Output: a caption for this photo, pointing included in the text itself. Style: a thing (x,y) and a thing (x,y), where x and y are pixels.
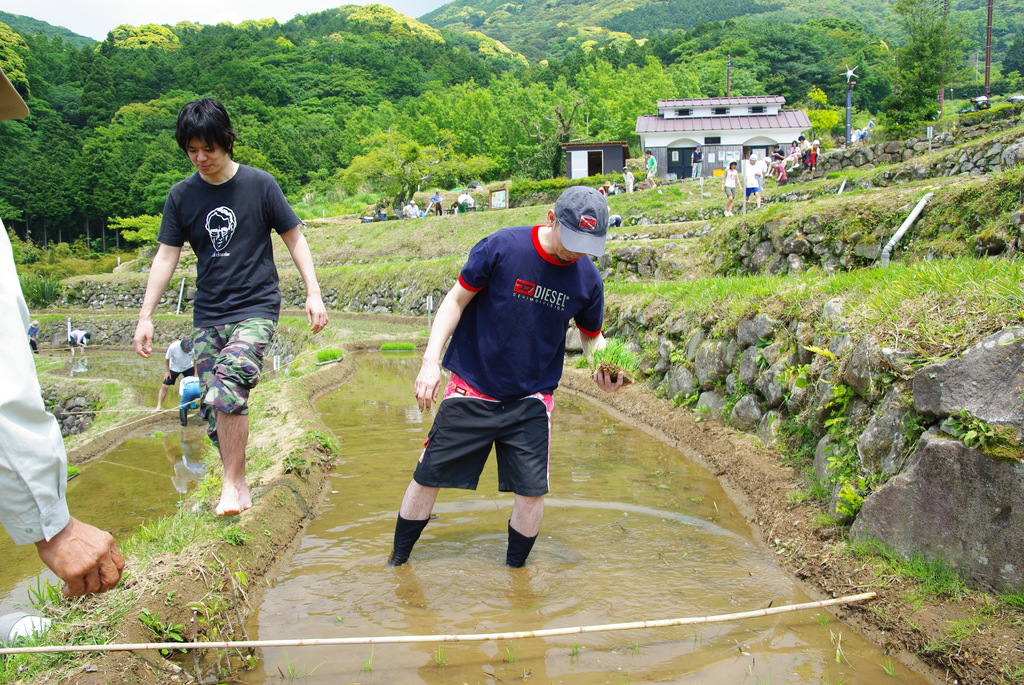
In this image we can see group of person (749,170) standing on the ground (332,440). One person (431,356) wearing the cap (581,232) is holding a plant (617,358) in his hand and standing in water (479,580). In the background (611,153), we can see a group of poles (846,118), pipe (914,214), building (734,148) with windows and a shed (592,153), group of trees (503,104), mountain (362,24) and the sky (96,10).
